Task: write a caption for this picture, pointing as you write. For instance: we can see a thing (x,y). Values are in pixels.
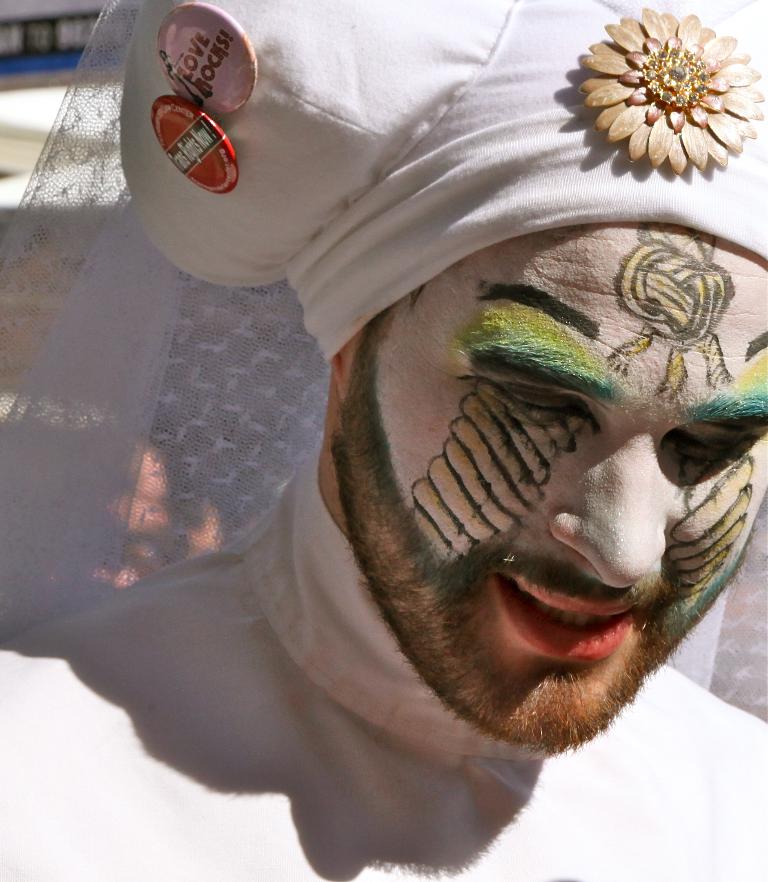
In this picture I can see a man (720,486) and painting (635,491) on his face (499,348) and he is wearing a cap (361,89) on his head (538,287) and I can see couple of badges (198,109) with some text (202,130) on the cap (483,201) and I can see a cloth (105,418) in the back (64,368).
